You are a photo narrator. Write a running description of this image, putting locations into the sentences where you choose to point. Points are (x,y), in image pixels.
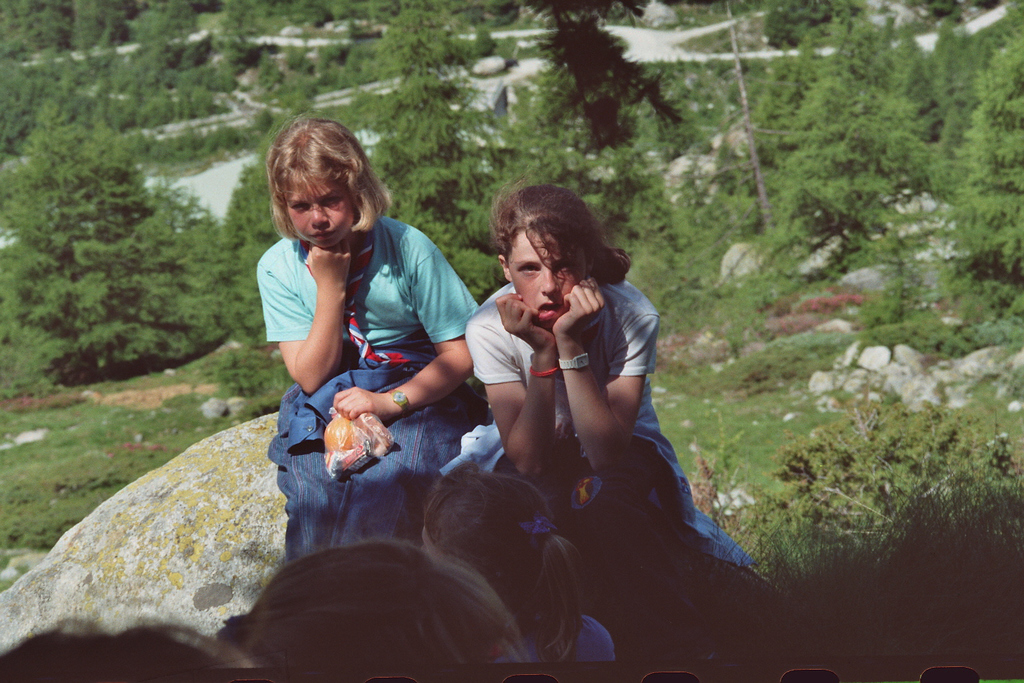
At the bottom of the image (573,630) few people (622,292) are sitting and watching. Behind them there are some trees (932,144) and grass (978,515) and there are some stones (958,398) and rocks (1015,409).
